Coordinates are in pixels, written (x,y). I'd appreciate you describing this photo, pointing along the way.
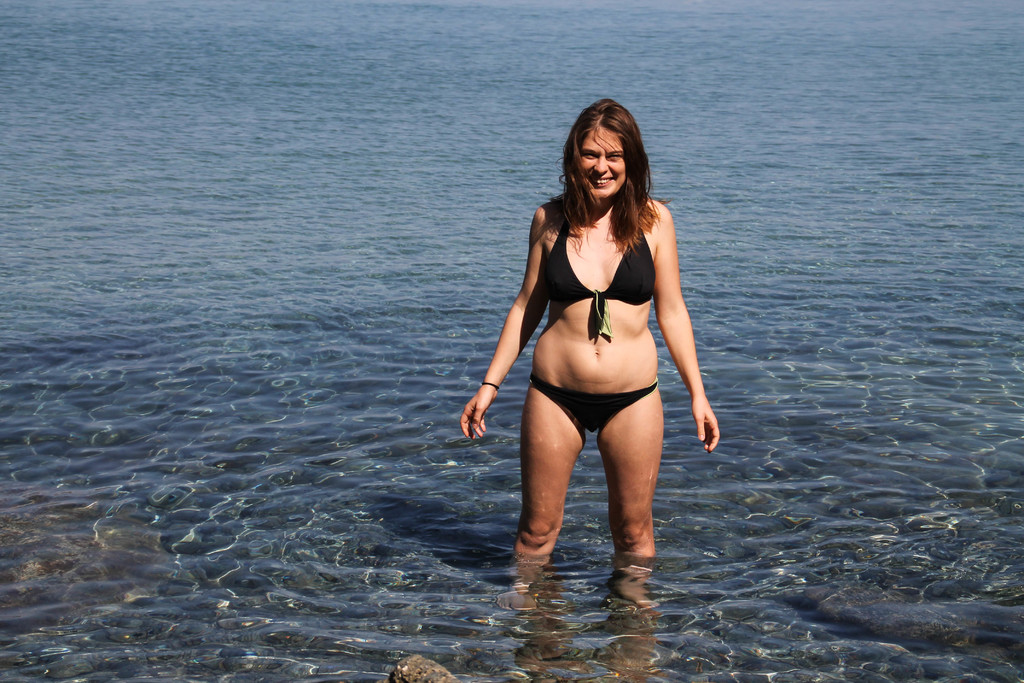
There is water (465,437). A woman (670,283) is smiling and standing in the water (588,483). In the front (446,674) there is a rock (437,664).
